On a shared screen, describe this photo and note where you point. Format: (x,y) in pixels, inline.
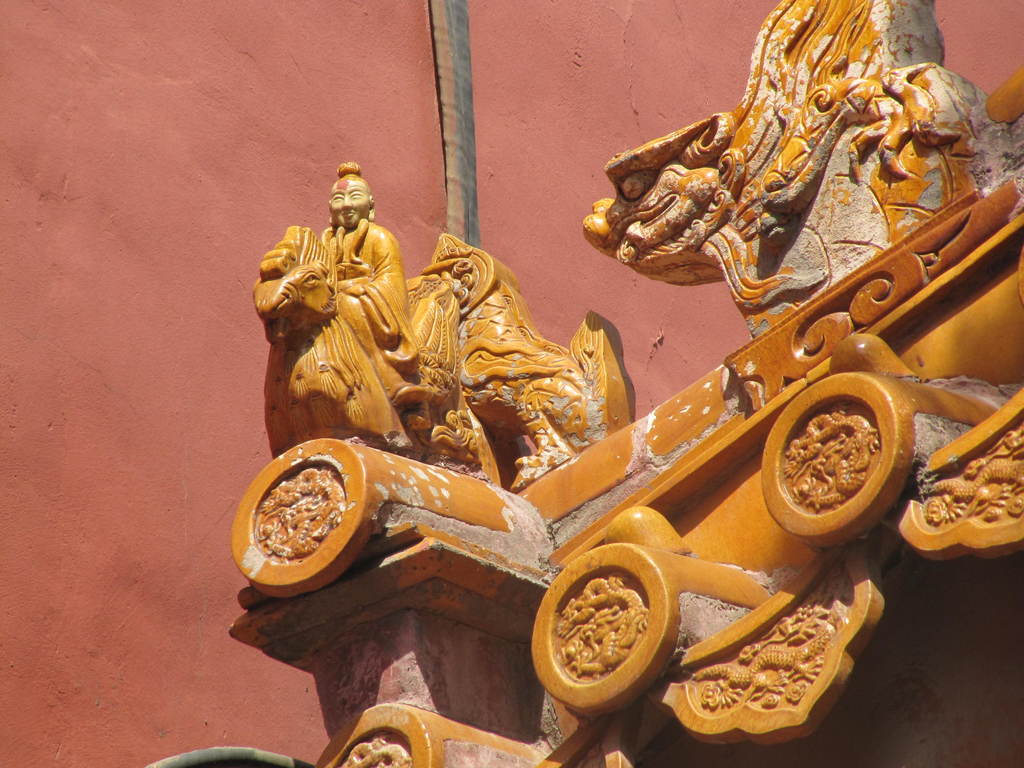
In this image, It looks like a building (358,484) and on the building (422,453) there are sculptures (810,218). Behind the sculptures (333,243), there is the wall (421,125).
